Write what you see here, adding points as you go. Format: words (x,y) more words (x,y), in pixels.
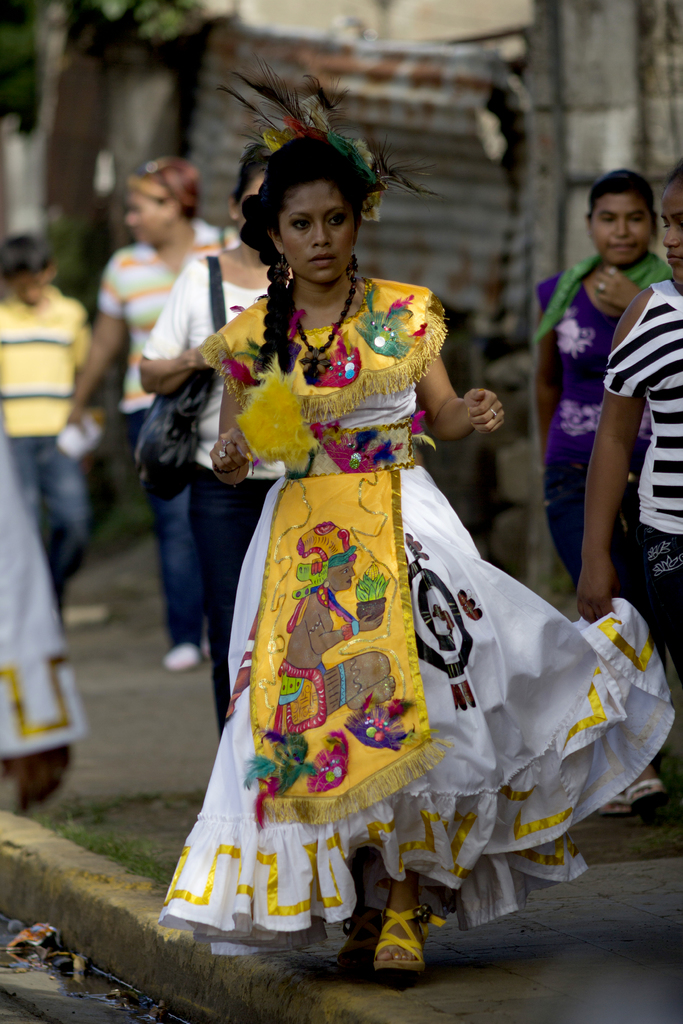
In this picture there are group of people (143,383) walking on the footpath (195,789). At the back (449,185) there is a building (490,157) and there are trees (150,3). At the bottom (80,824) there is grass (131,851) and there is a garbage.
